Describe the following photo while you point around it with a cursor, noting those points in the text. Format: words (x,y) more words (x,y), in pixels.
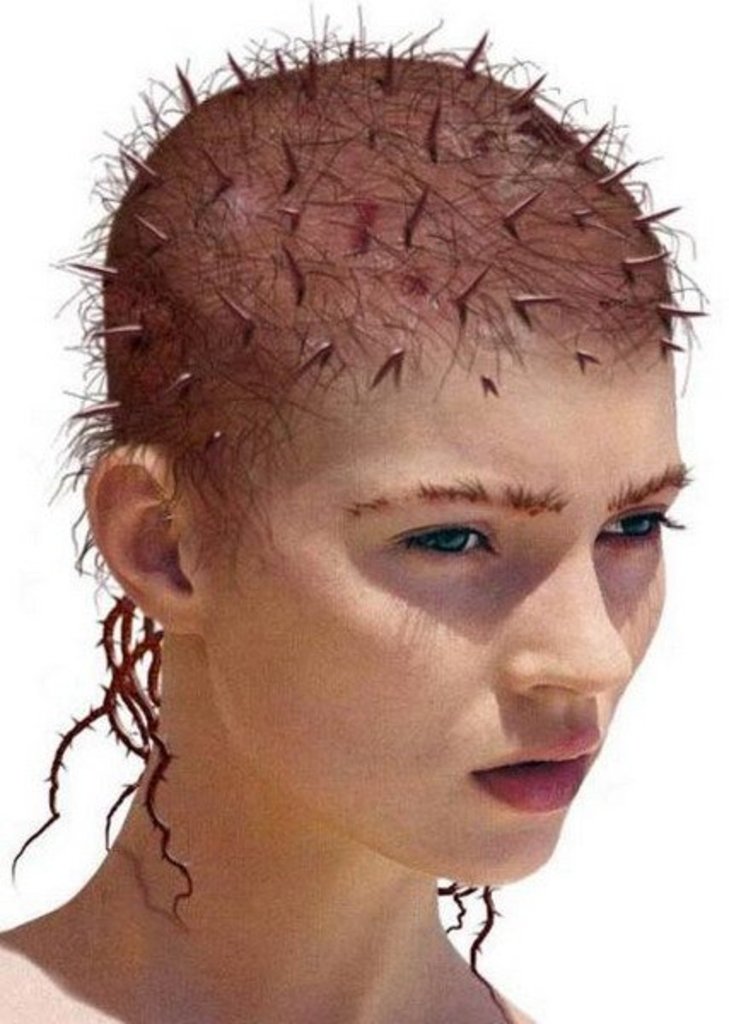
In this image we can see a person (301,777). In the background (627,733) it is white.
